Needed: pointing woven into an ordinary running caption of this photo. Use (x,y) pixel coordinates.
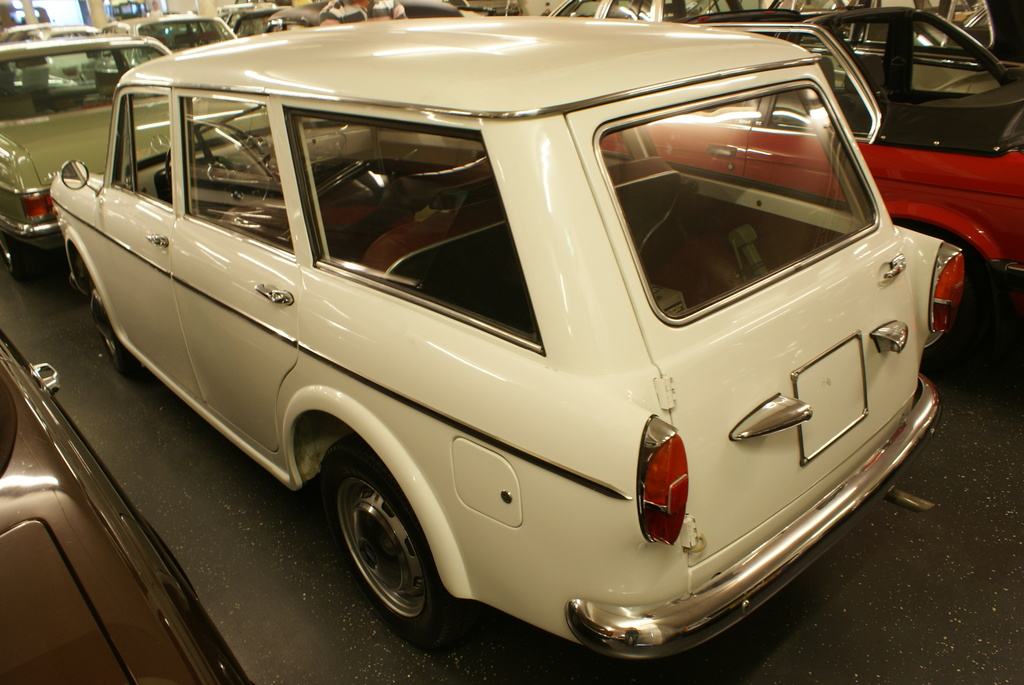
This picture is consists of a car (349,34) which is white in color at the center of the image (349,417), and there are many cars (1011,147) at the right (894,201) and left side of the image (14,473).
